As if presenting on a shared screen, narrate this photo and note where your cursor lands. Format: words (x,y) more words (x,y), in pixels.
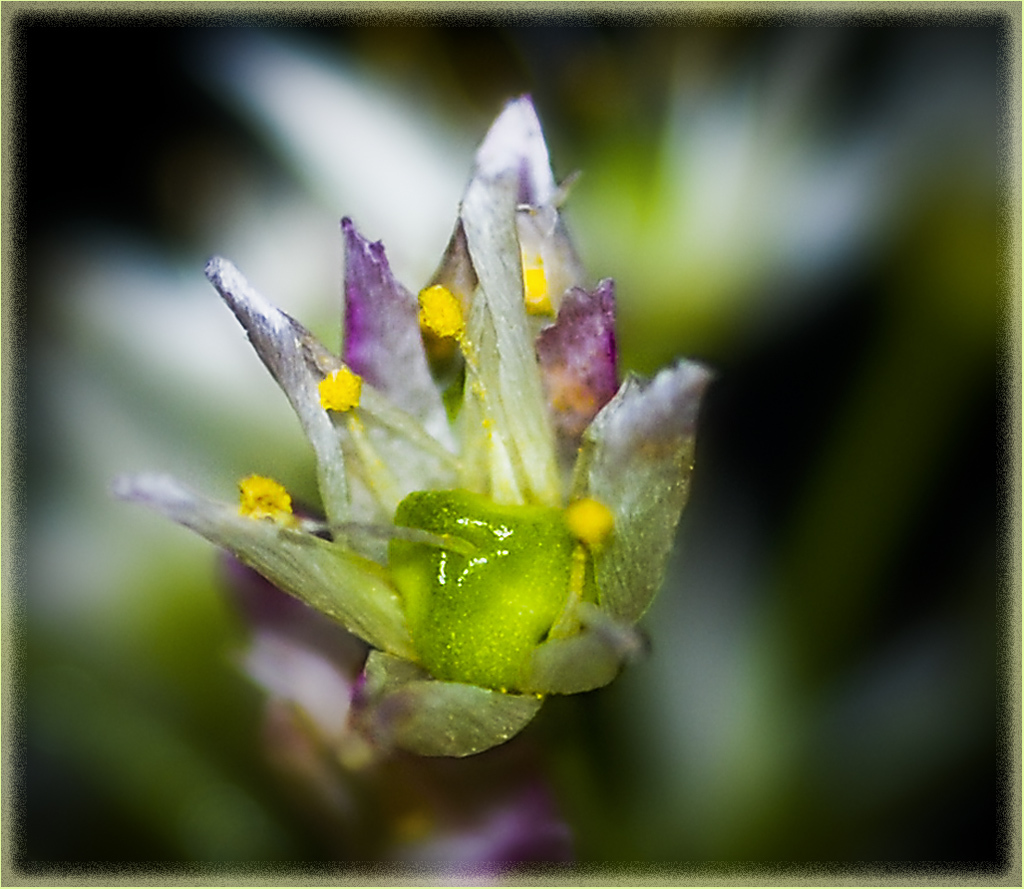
In this image I can see a flower (234,310) and background (802,381) is blurry.
